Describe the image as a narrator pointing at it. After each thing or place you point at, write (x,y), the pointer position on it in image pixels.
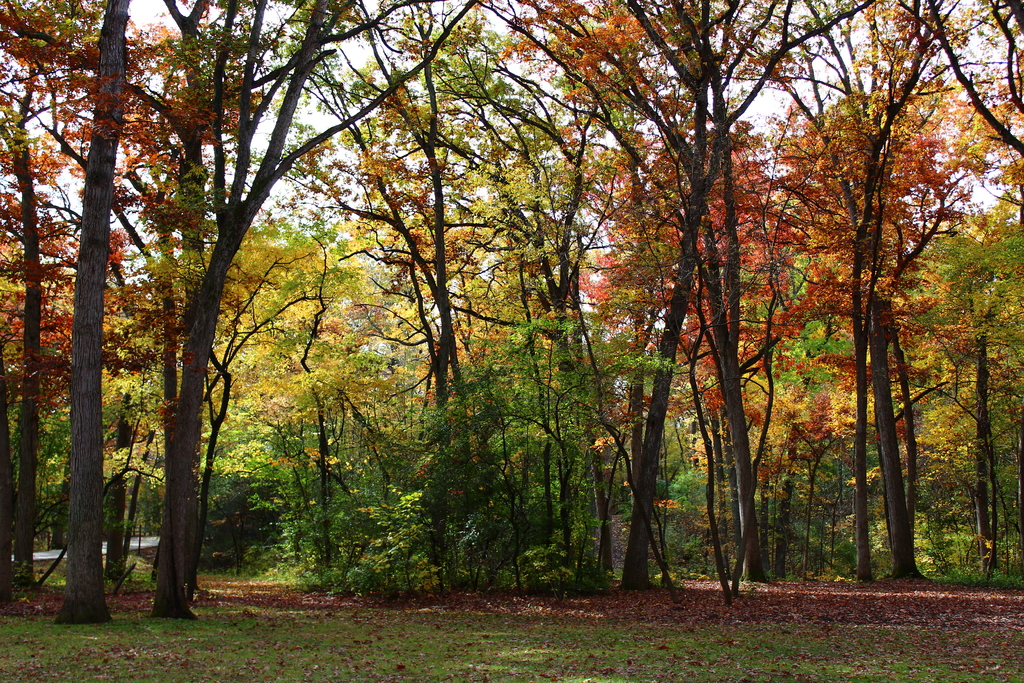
In this image we can see the trees (762,348), grass (573,635) and also the dried leaves (779,618). Some part of the sky (762,110) is also visible in this image.
